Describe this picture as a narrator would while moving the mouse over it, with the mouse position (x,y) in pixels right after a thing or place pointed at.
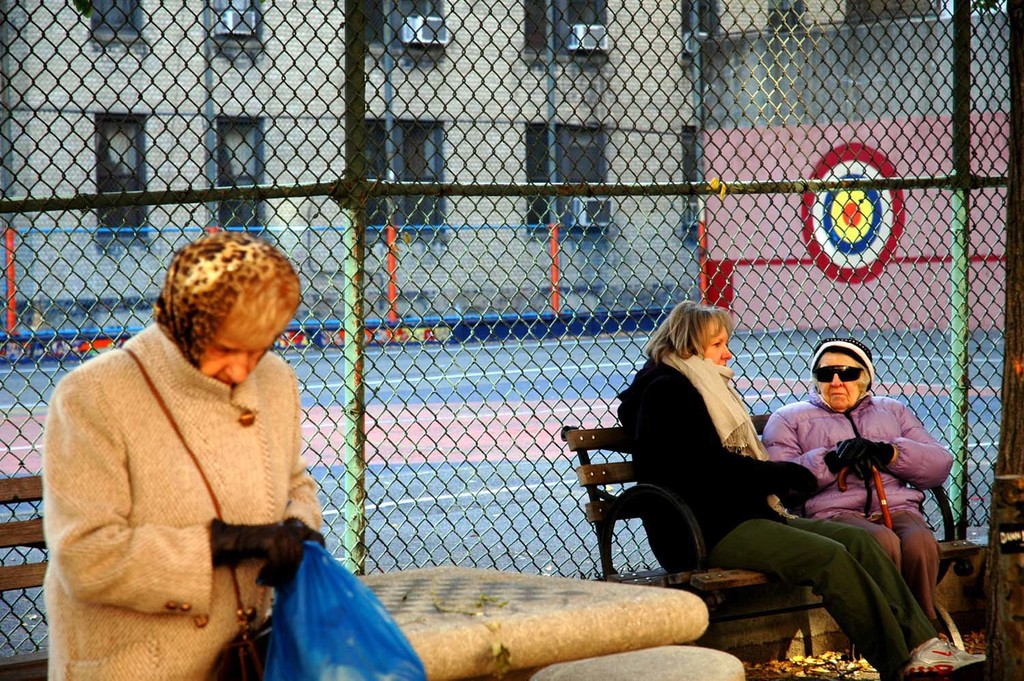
In this image, there are two persons (820,412) wearing clothes (690,464) and sitting on the bench (612,511) in front of the mesh (485,368). There is an another person (269,418) in the bottom left of the image (287,521) wearing clothes (269,496) and holding a plastic bag (321,584) with her hands (291,537).
